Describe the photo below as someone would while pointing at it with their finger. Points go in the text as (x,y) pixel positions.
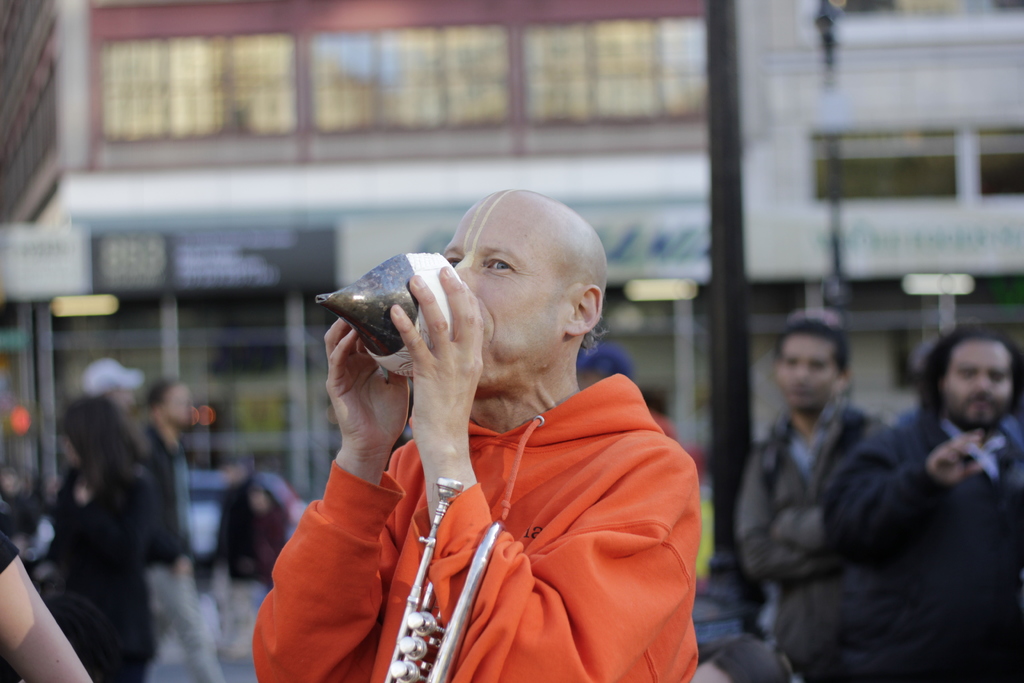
In this picture we can see a person (501,500) blowing shell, behind we can see few more people (155,471).
